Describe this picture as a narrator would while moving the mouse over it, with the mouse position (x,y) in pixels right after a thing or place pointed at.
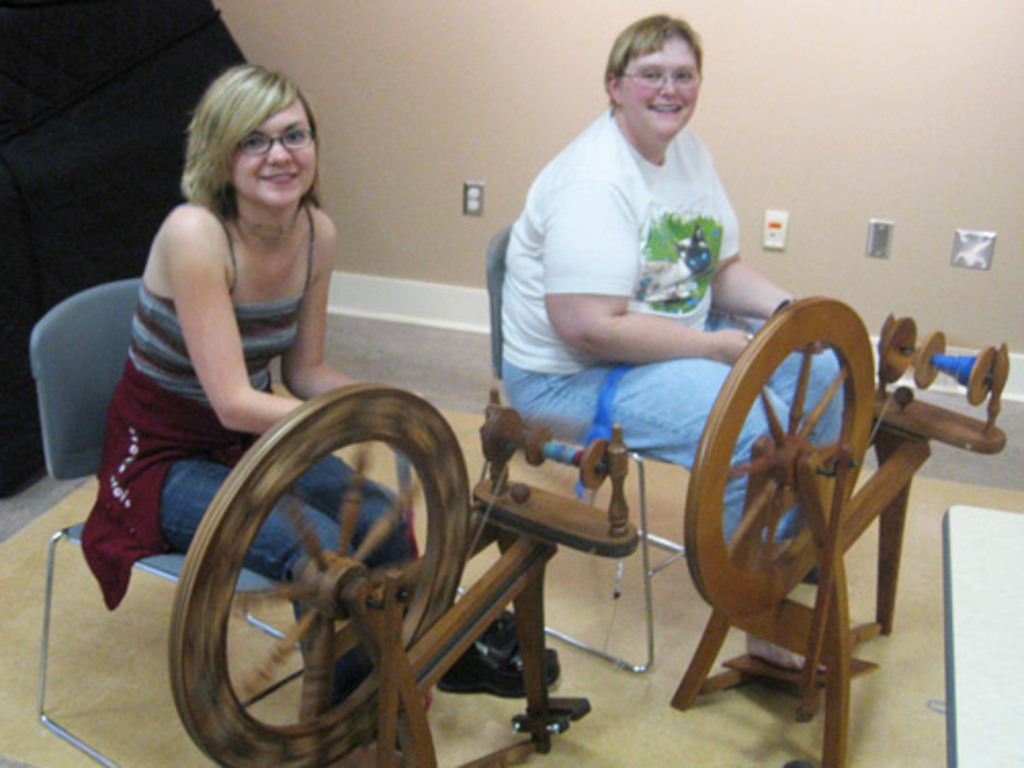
This image is taken inside a room (308,39). There are two persons (220,179) in this room (459,187). In the middle of the image (354,511) there is a spinning wheel (991,425) and a chair (246,572) and a woman (172,359) is sitting on a chair (288,575). At the bottom of the image (582,682) there is a floor (26,682) with mat (91,614). At the background (797,141) there is a wall (561,137).
